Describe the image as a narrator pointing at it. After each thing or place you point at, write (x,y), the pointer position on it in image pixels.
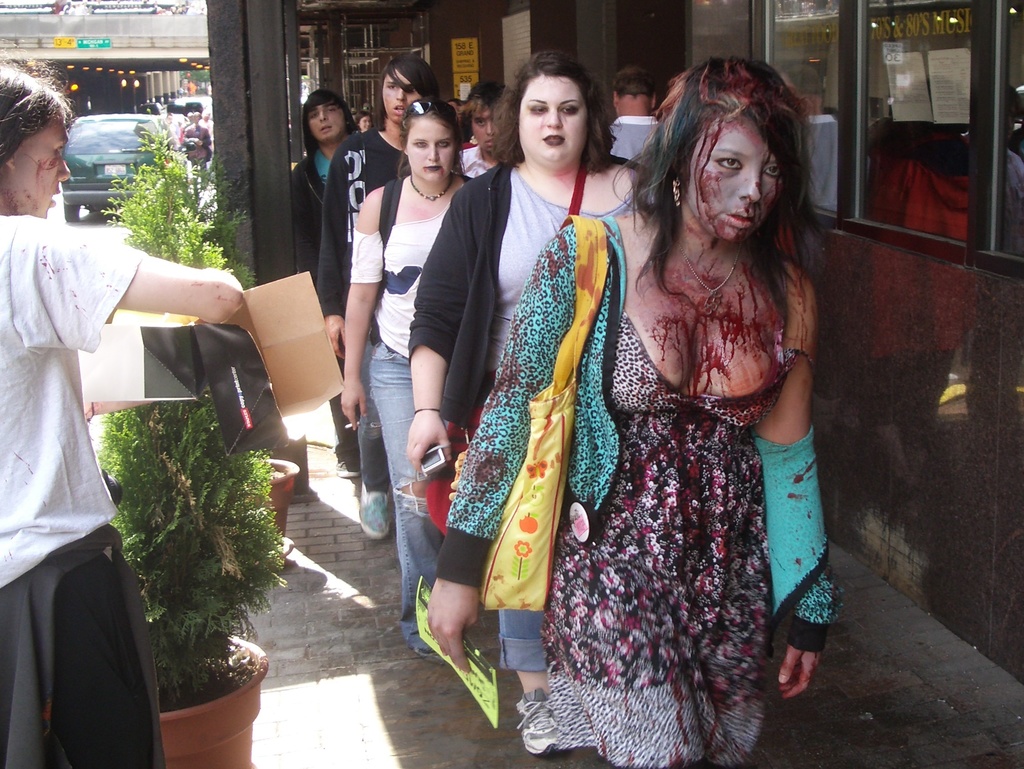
This picture is clicked outside. In the foreground (296,392) we can see the group of persons (491,277) seems to be walking on the ground (784,648) and holding some objects (147,327). On the left (262,456) we can see the house plants (262,515) and some vehicles (122,142). In the background (790,17) we can see the lights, windows (878,59), buildings (210,24) and some other objects (273,127).
